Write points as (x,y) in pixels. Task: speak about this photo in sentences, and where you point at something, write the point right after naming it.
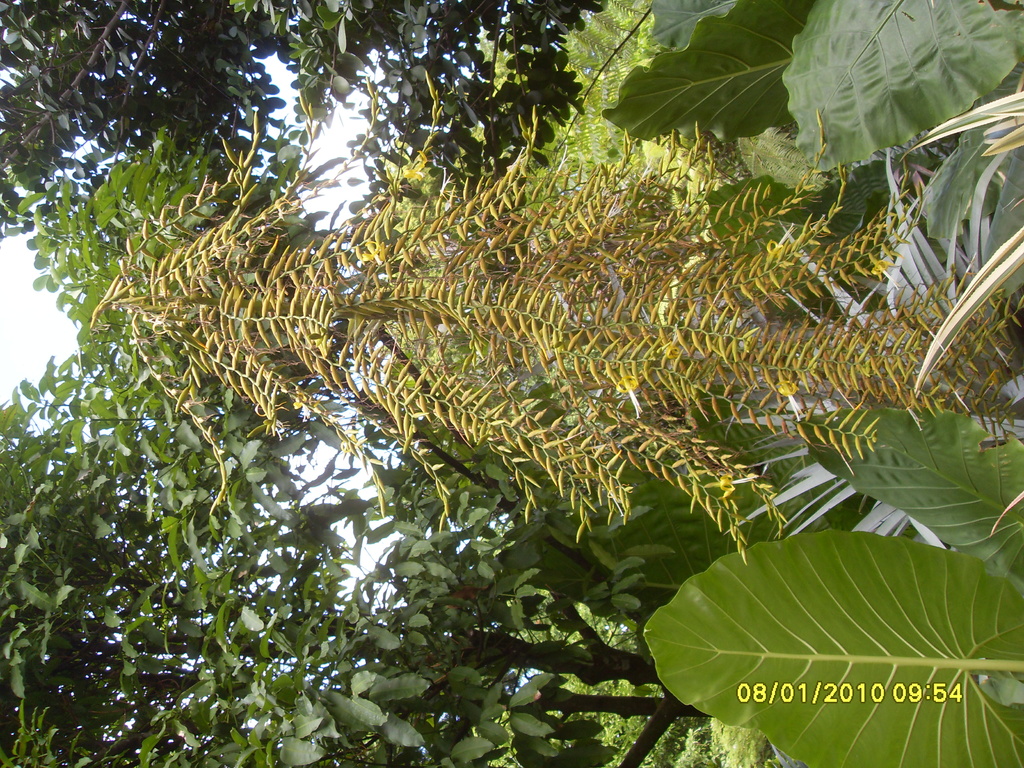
In this image we can see a group of trees (615,353). In the background (32,330), we can see the sky (27,302).
